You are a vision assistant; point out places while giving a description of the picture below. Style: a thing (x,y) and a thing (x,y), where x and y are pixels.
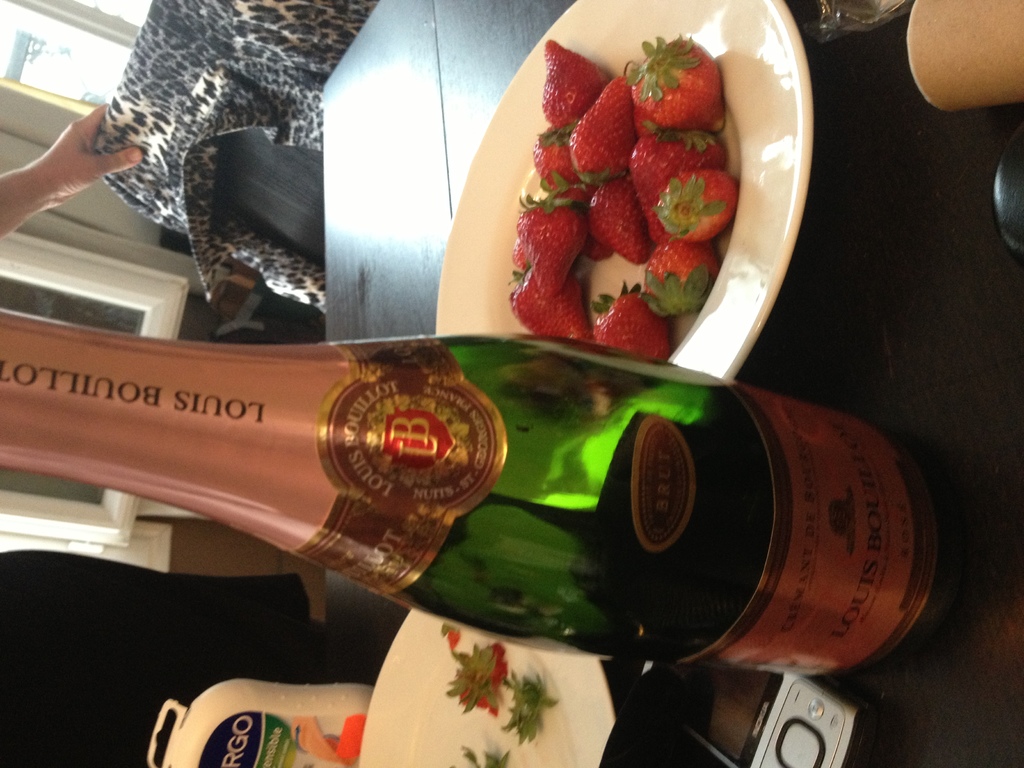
In this image, we can see a wooden table (495,13). On top of that, we can see plates (568,729), bottle (629,436), mobile (791,680) and few objects (928,62). Here we can see strawberries (685,104) on the plate (756,285). At the bottom of the image (523,715), we can see leaves (496,698) and strawberry pieces (487,704). Left side of the image (116,172), we can see human hand (55,149), chair (299,190), clothes (242,112), glass objects (59,67), wall (65,214) and few things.
